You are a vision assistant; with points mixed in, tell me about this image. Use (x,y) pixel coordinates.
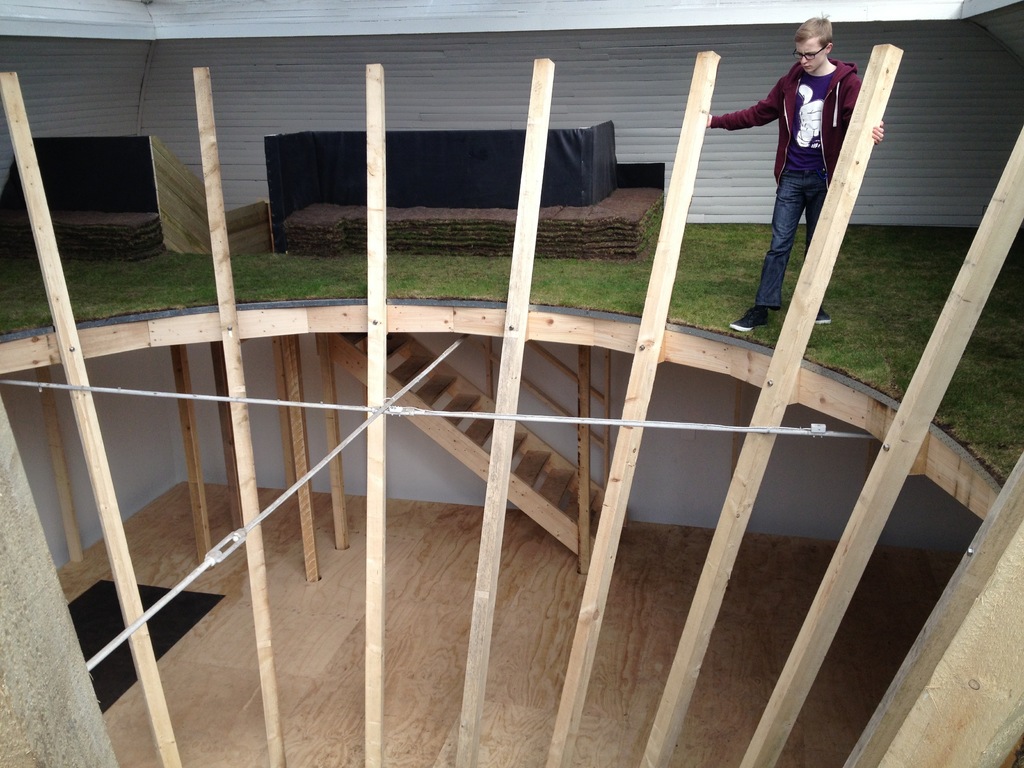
In this image there are wooden sticks (612,524) which are kept one beside the other. At the bottom (572,540) there is a wooden ladder (458,454) on the wooden floor (441,607). On the right side (797,139) top there is a boy (784,197) standing on the floor (722,280) by holding the wooden sticks (681,147). In the background (456,100) it seems like a tent (162,68).
